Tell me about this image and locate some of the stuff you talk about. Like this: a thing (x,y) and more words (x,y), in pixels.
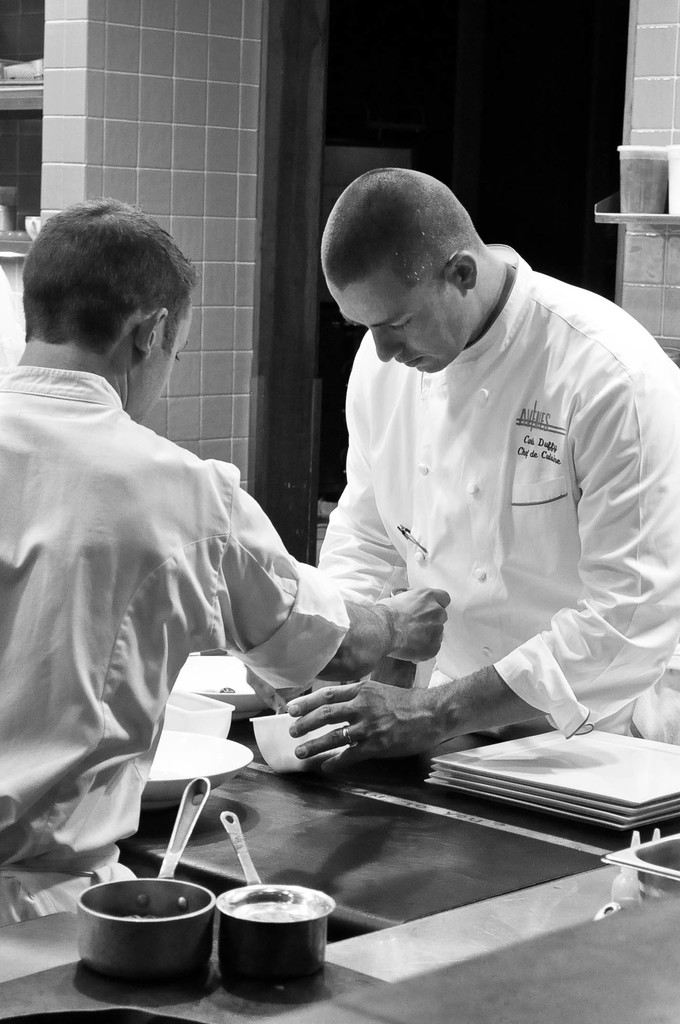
This is a black and white image, in the image we can see two people (249,626) standing, wearing clothes (280,634). There are plates (620,804), bowls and containers (184,900). Here we can see a wall (136,129) and containers (641,205) on the shelf (624,222).
